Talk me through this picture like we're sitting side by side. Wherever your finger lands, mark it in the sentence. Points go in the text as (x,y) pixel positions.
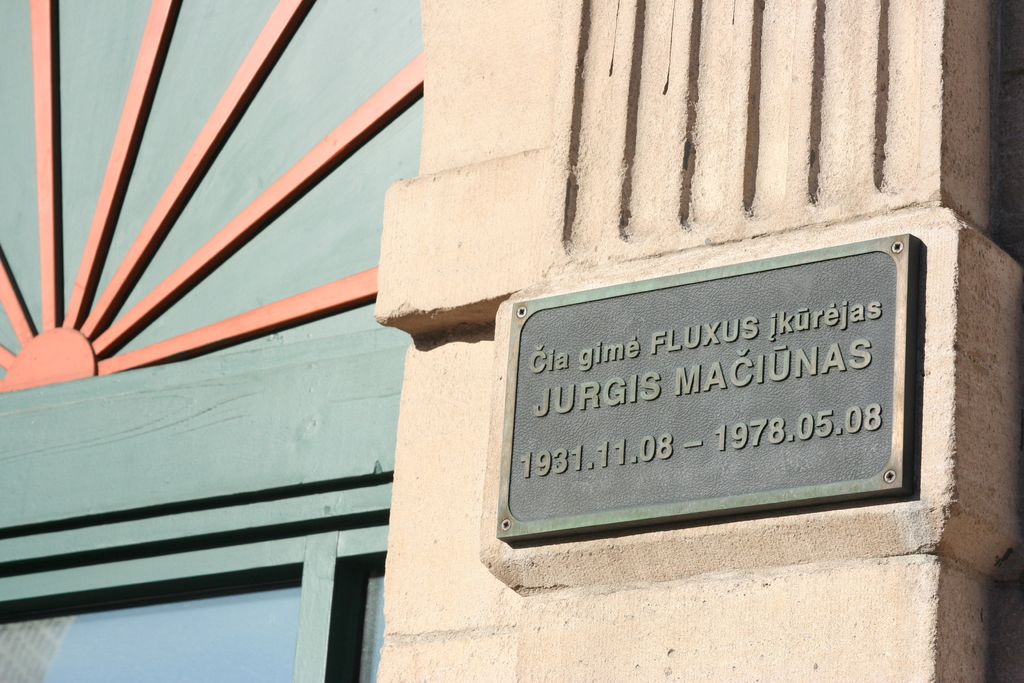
In this picture there is a building (931,431) and there is a board (912,284) on the wall (879,589) and there is text (777,364) on the board (749,349). At the bottom (375,655) there might be a window (368,669). There is reflection (177,615) of building (43,648) and sky (252,650) on the glass (231,617).
